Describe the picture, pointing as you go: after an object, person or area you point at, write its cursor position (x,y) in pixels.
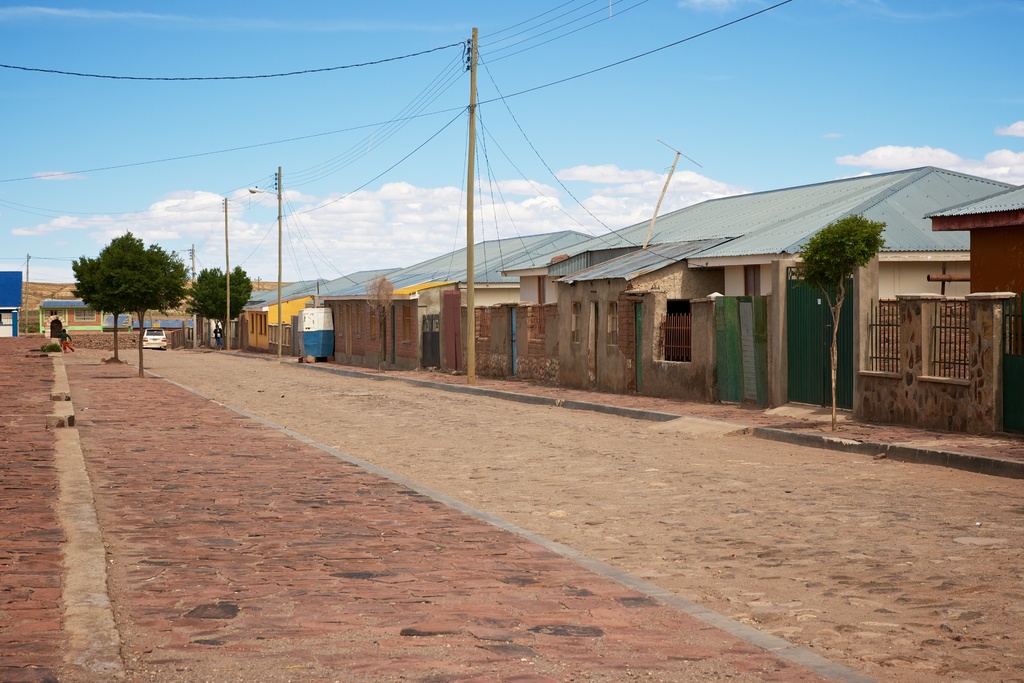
In this image we can see a vehicle (158,347) parked on road (158,357), a group of trees (173,304). On the right side of the image (683,313) we can see a group of buildings (854,324) with windows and doors (731,322). In the background (442,90), we can see a group of poles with cables (436,105) and cloudy sky (429,234).
